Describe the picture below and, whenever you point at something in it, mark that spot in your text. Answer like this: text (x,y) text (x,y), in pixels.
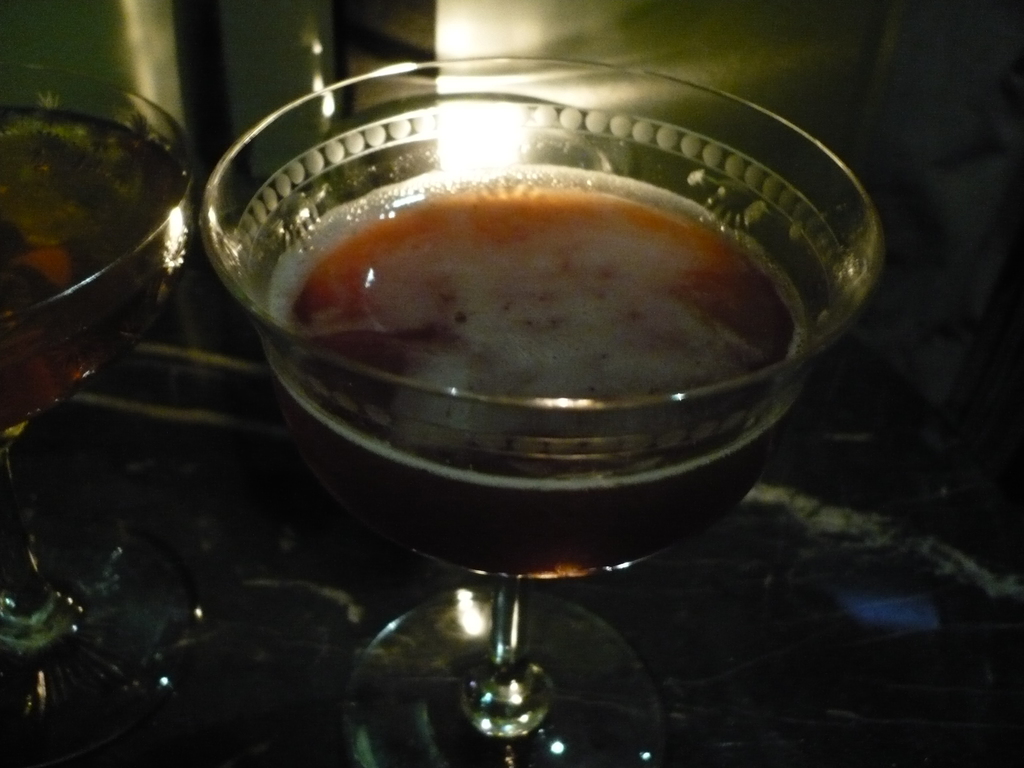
In the picture I can see bowls (540,489) having stand (509,698), in the bowls (494,635) we can see drinks (438,271).
